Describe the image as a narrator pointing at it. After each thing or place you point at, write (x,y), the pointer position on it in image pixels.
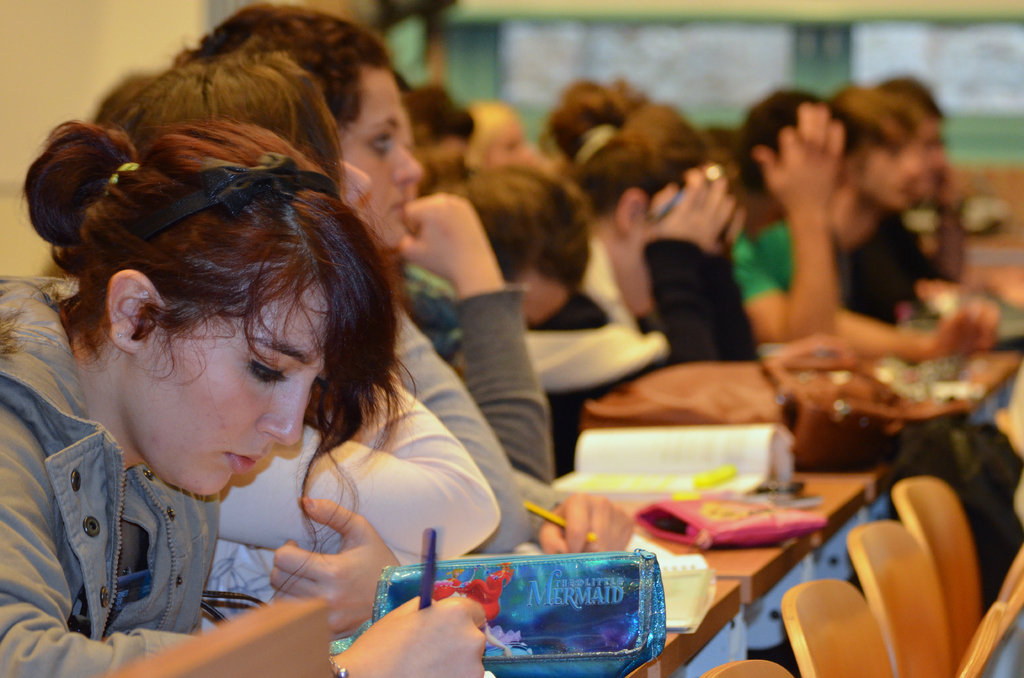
In this image on the right side (913,585), I can see the chairs (882,591). I can see some objects (720,505) on the table (292,636). I can see some people (424,310). In the background (54,47), I can see the wall (135,30).
